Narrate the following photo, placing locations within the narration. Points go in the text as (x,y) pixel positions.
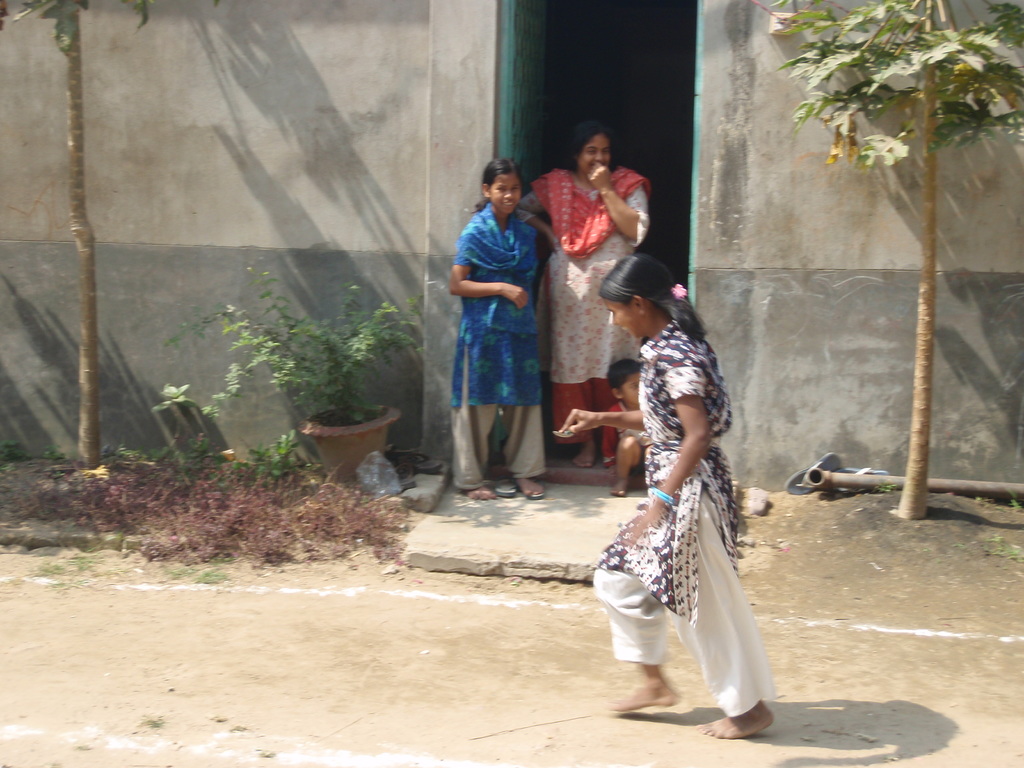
This image consists of four persons (700,511). In the front (595,601), the girl (742,667) is playing a game. At the bottom (578,766), there is a ground (527,723). On the left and right, there are small trees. And there is a potted plants (355,445). In the background (113,250), there is a door (526,106) along with the wall (121,264).
